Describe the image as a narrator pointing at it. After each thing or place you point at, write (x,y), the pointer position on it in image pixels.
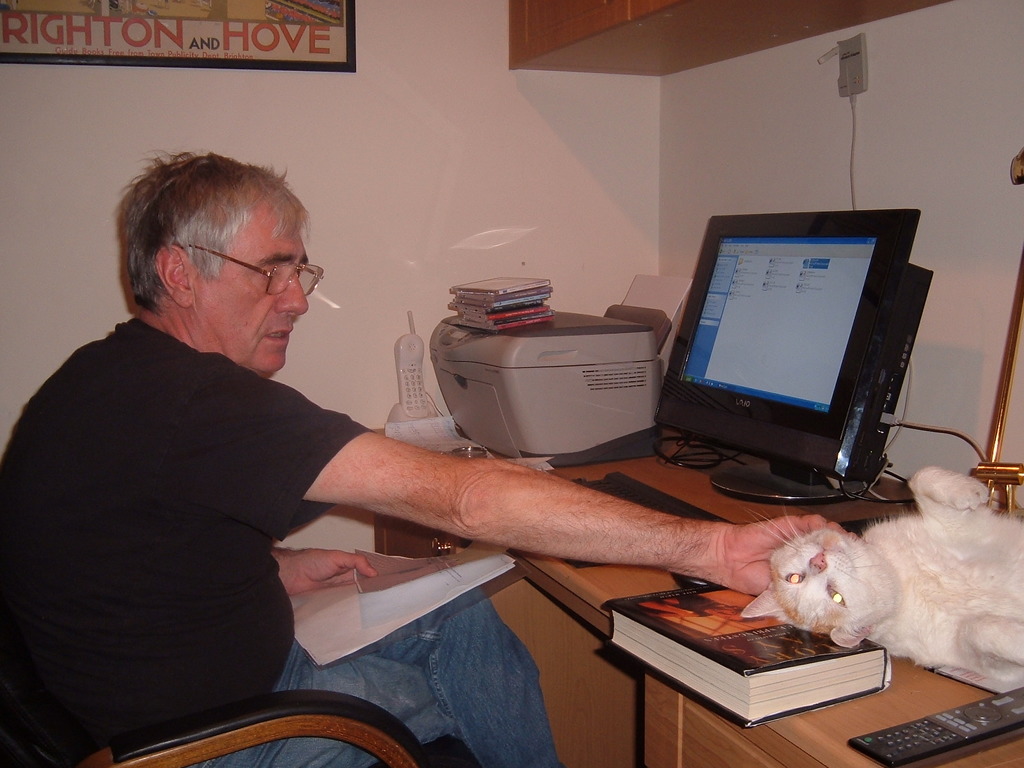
The person (179,526) is sitting in chair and holding papers (413,587) in one of his hands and placed another hand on the cat (932,586) and there is a table (705,491) in front of him which has computer (774,409), printer (565,428), telephone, book (752,644) and a cat (917,586) on it.
